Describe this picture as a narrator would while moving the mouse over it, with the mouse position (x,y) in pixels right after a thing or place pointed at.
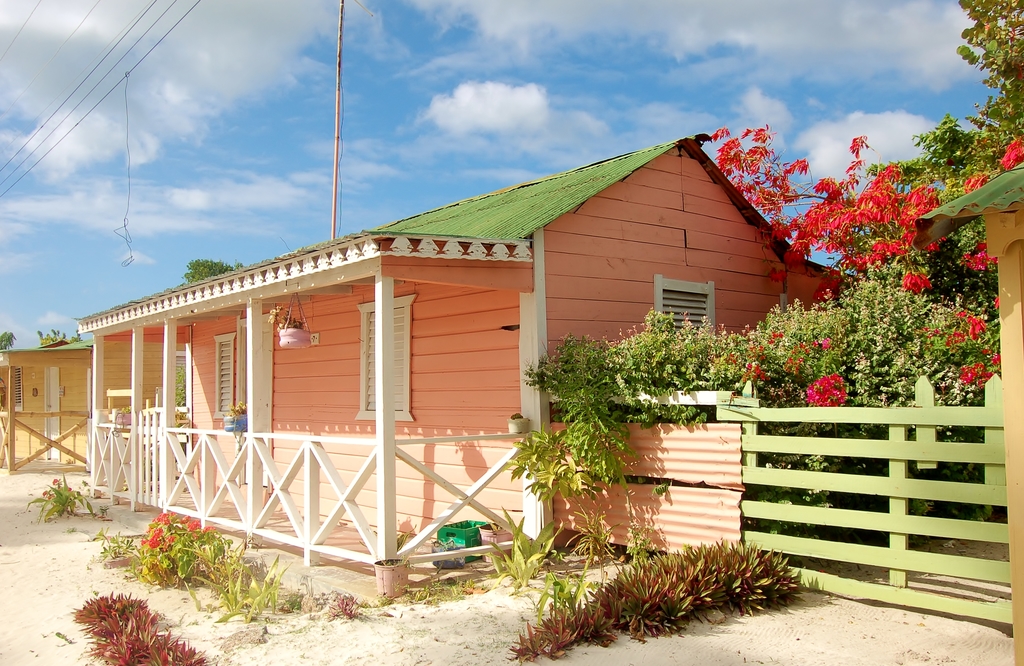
In the picture we can see a house (126,319) with a railing (134,447) and near to it on the path (386,647) we can see some plants (630,576) and beside the house (300,313) also we can see some railing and behind it, we can see plants (801,367) and flowers (868,201) to it and in the background (48,361) we can see some houses (53,344), poles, wires (118,83) and sky (316,130).
